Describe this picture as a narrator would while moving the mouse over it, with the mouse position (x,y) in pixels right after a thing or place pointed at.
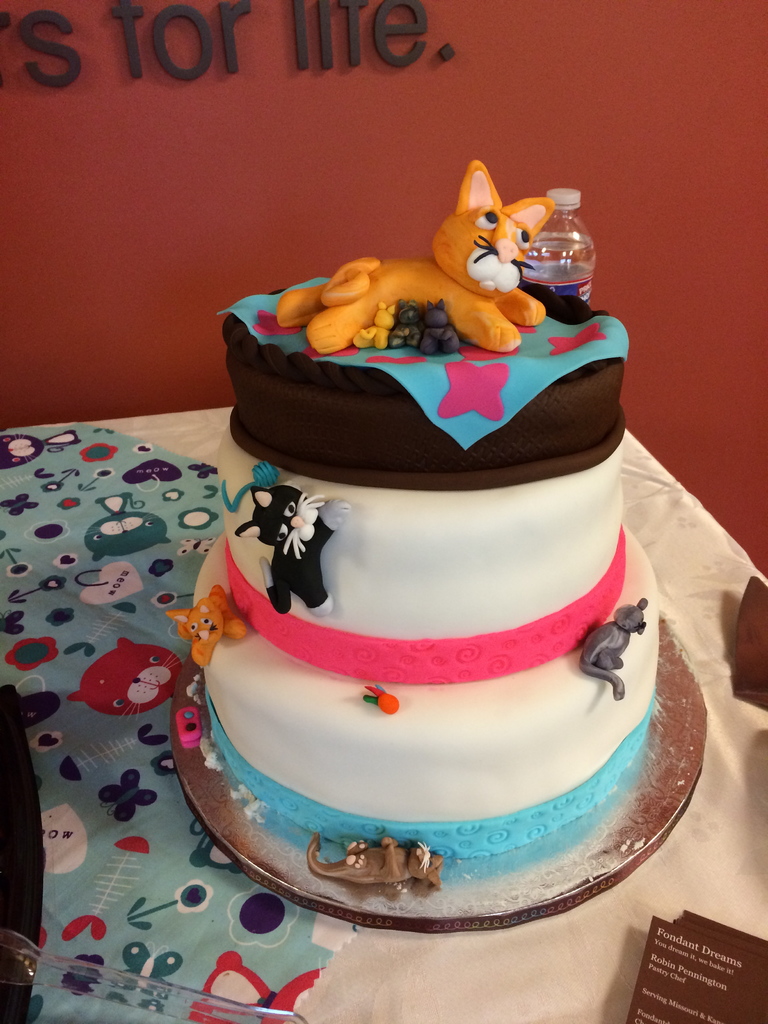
In this picture we can see a cake (506,610), papers (650,992), spoon (11,940) and a bottle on the table (123,524), in the background (172,220) we can find a wall (450,141).
